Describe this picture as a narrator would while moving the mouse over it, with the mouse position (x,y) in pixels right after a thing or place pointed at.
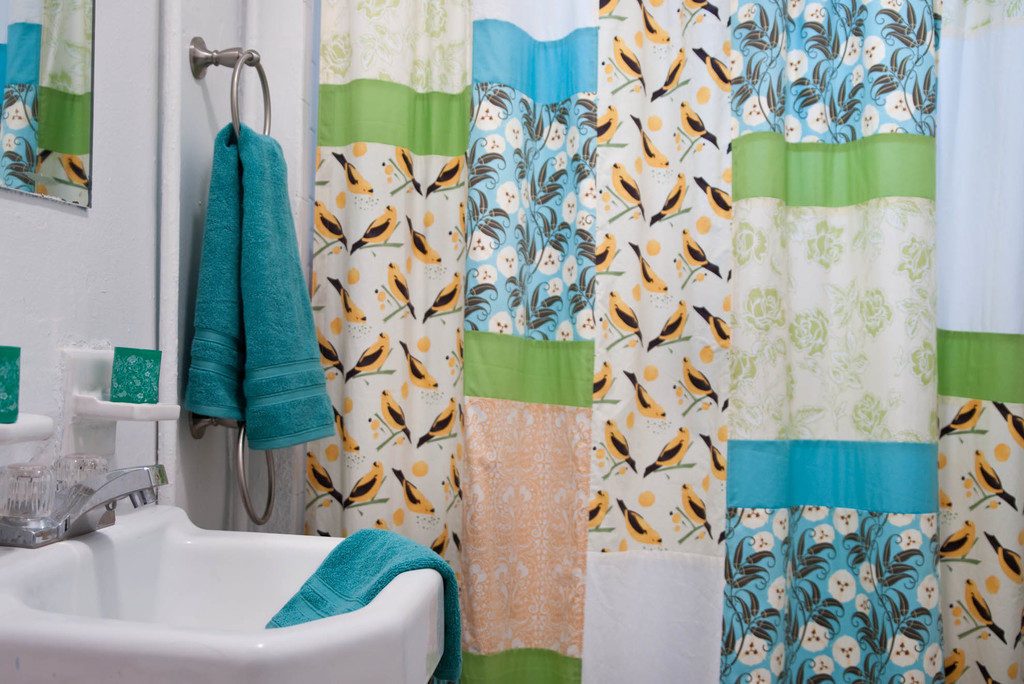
In this image I can see a sink (213,612) which is white in color, a tap (84,501) and few towels (373,561) which are blue in color. I can see the mirror (71,118) and in the mirror (55,98) I can see the reflection (68,122) of the curtain (501,160) which is cream, green, orange, blue and white in color. I can see the white colored wall (201,92) and few objects (113,362) which are green and white in color attached to the wall (132,426).
